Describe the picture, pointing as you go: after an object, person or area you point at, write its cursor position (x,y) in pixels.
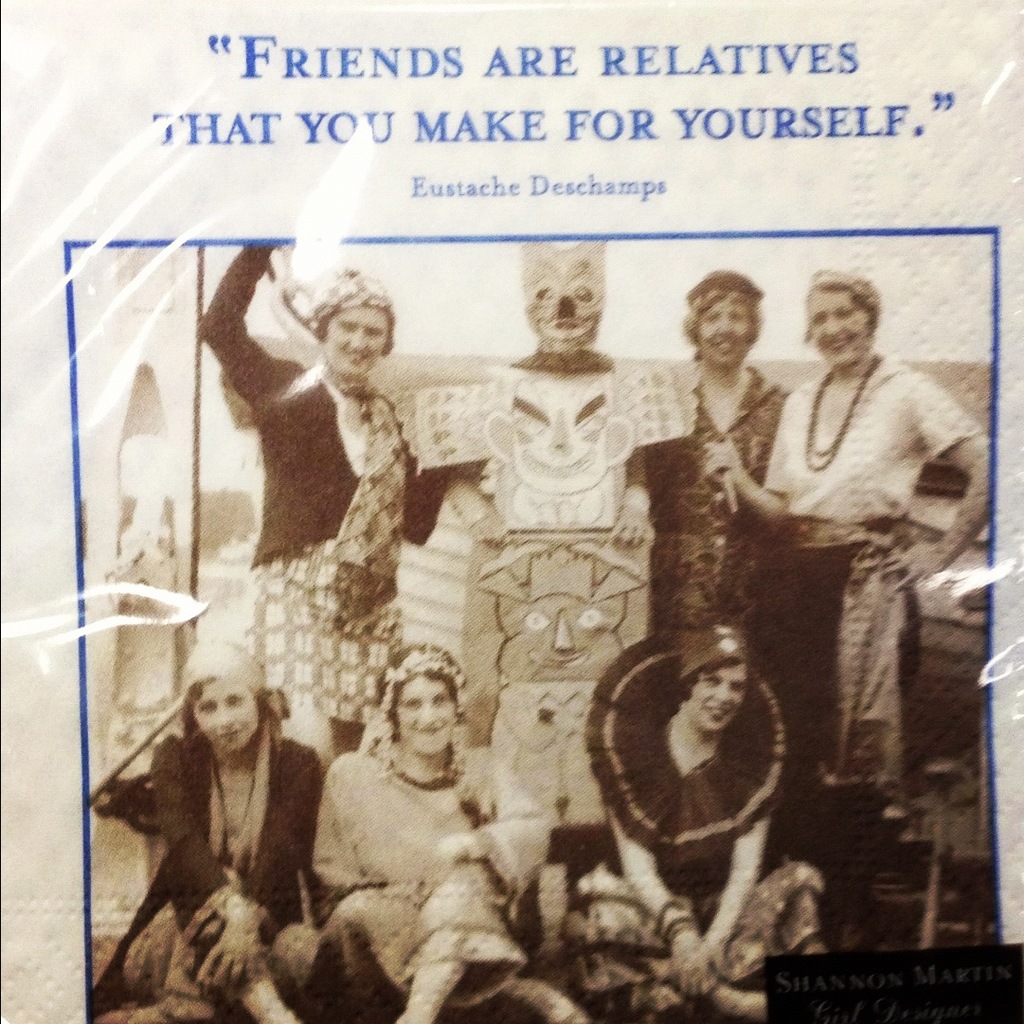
In this image there is a poster (579,317) having some text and a picture (568,813). In the picture (440,787) there are few people (301,767) sitting on the floor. Behind them few people (350,590) are standing. The person (579,601) in the middle of the image (546,511) is wearing a mask (585,277).
